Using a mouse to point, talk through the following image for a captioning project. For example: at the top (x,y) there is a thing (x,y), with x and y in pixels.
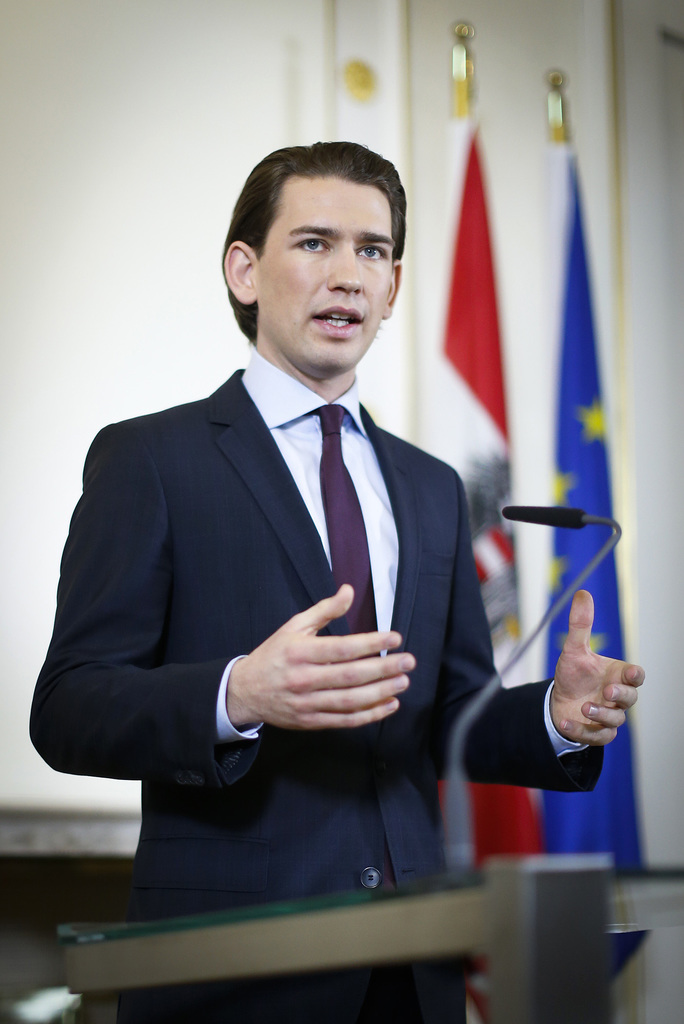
In this picture I can see a man (320,697) standing in front of a podium (428,884). The man (310,498) is wearing white color shirt (300,486), a tie (335,501) and black color suit (236,588). Here I can see a microphone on the podium (456,903). In the background (414,370) I can see flags (483,351) and white color wall (188,231).
